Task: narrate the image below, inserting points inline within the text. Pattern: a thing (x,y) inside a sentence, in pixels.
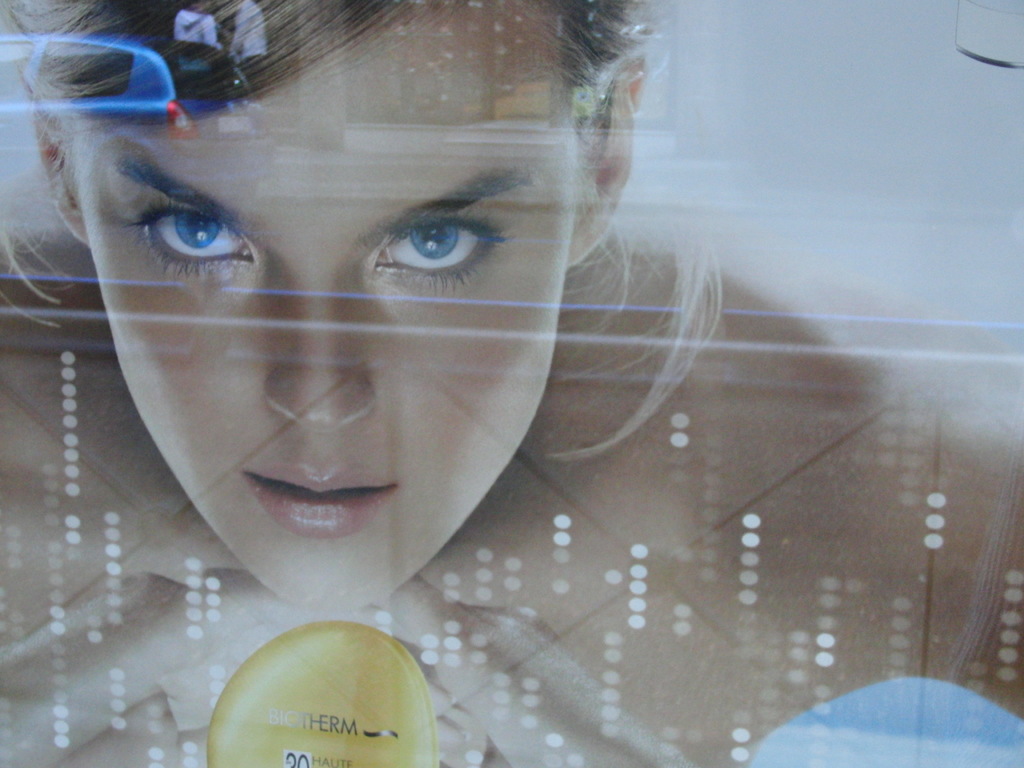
In the image we can see a screen (524,641), on the screen (260,58) we can see a vehicle (182,47). Behind the vehicle (202,71) two persons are standing. In the screen (244,195) we can see a person (212,254).
